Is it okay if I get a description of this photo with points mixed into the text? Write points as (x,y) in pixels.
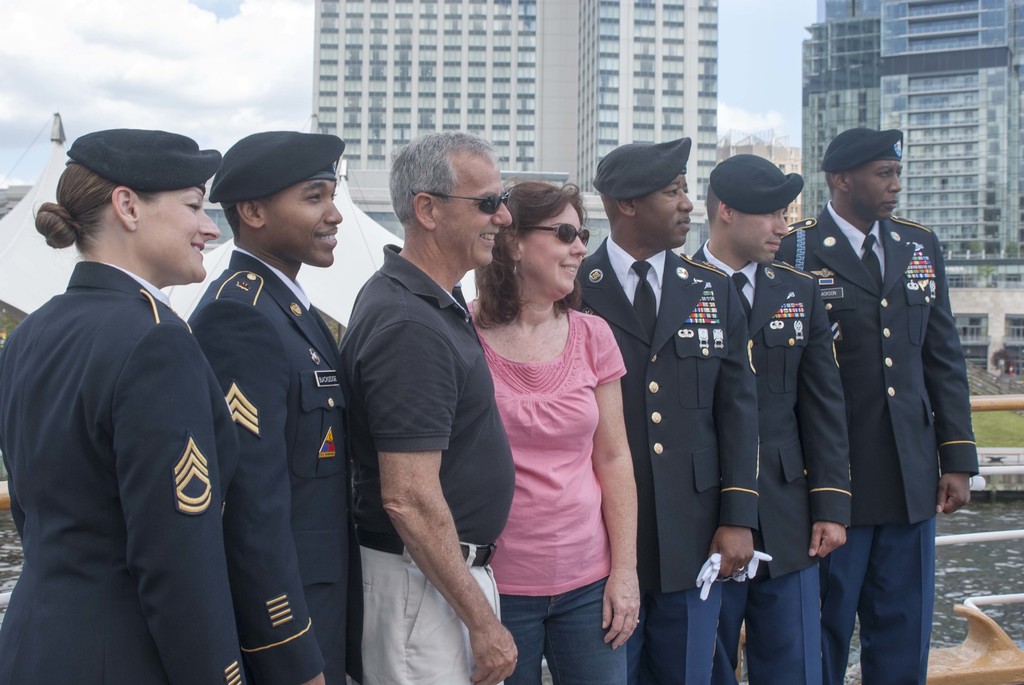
In this image we can see people (633,417) standing. In the background (655,108) there are buildings (987,81) and tents (29,215). On the right (1001,568) there is water (990,559) and we can see rods (963,542). In the background (24,77) there is sky (203,67).
